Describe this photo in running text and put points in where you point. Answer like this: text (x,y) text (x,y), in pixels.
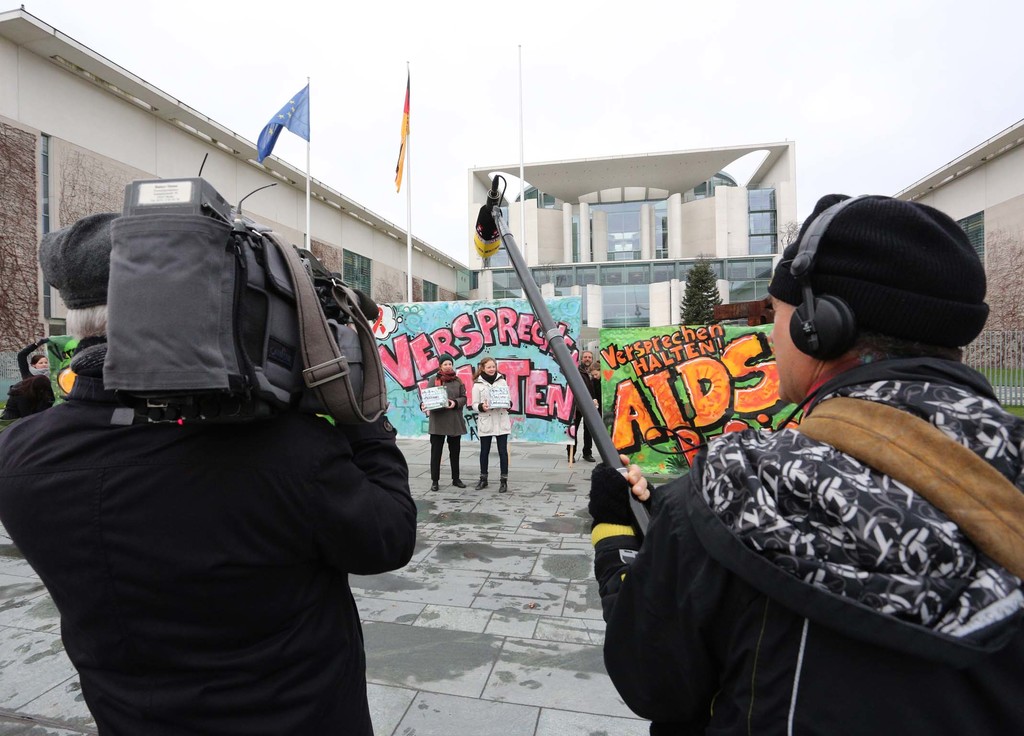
On the left side (82,502), there is a person (178,492) holding a camera (361,317). On the right side (793,720), there is a person (928,354) wearing headset (846,205) and holding a stand (563,363), which is having mic (495,194). In the background (526,395), there are people (444,373) standing, near hoardings (607,365), there are flags (406,132) which are attached to the pole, there are buildings (569,217) and there clouds (830,15) in the sky (275,19).
